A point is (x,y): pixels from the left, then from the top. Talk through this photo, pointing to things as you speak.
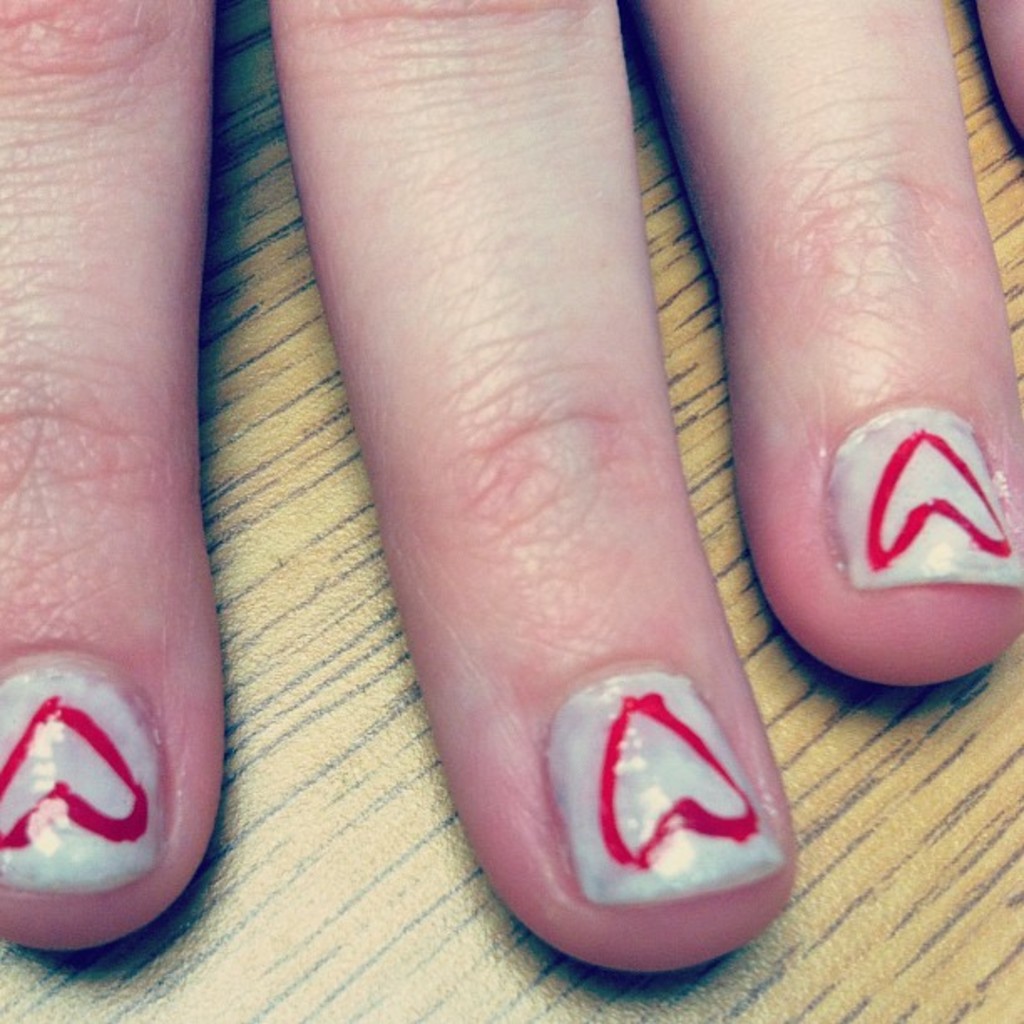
This image is taken indoors. At the bottom of the image (391,909) there is a table (375,856). In the middle of the image (521,500) there is a hand (111,560) of a person (721,280). There are four fingers (704,146) and three nails (101,796) with a nail art (918,483) on them.
